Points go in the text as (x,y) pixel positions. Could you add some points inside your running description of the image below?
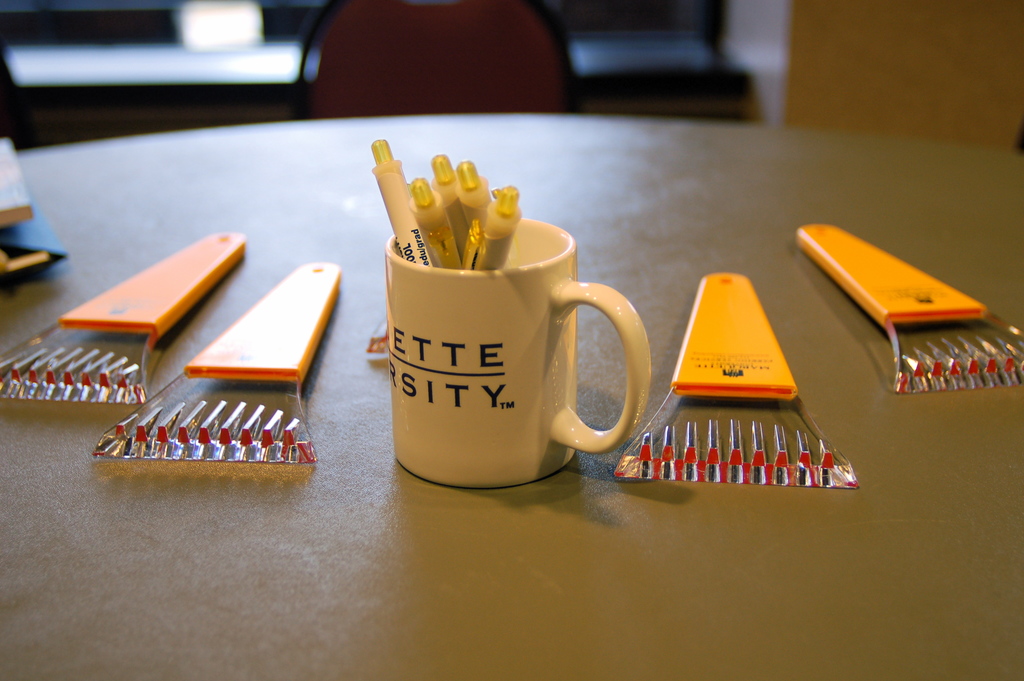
In the foreground of this image (570,533), there is a table (247,126) on which a cup (516,344) with few pens (452,242) in it and ice scrapers (238,368) on it. In the background (530,71), there is a chair (500,73).
